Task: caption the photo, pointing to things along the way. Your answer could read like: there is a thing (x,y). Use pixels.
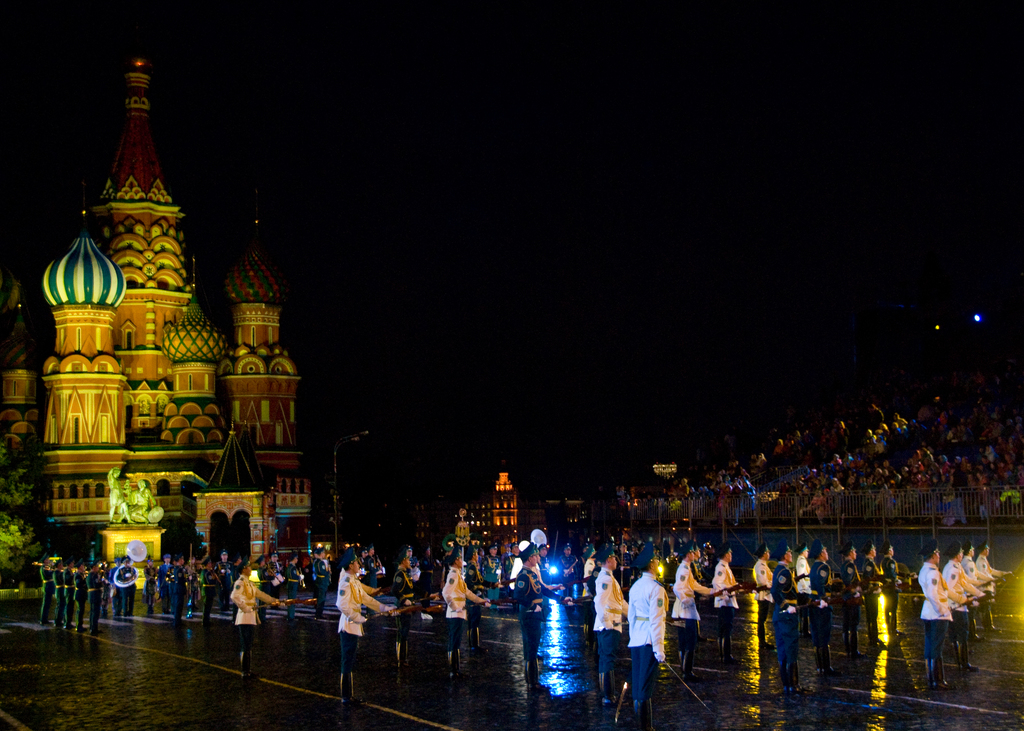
In this image there are group of persons (767,599) standing, they are holding an object (759,589), there is a fencing (660,515), there are group of audience (806,476) sitting, there are buildings (226,510), there is a sculpture (149,503), there is a tree (16,513) towards the left of the image (18,540), there are lights (980,318), the background of the image (449,183) is dark.
